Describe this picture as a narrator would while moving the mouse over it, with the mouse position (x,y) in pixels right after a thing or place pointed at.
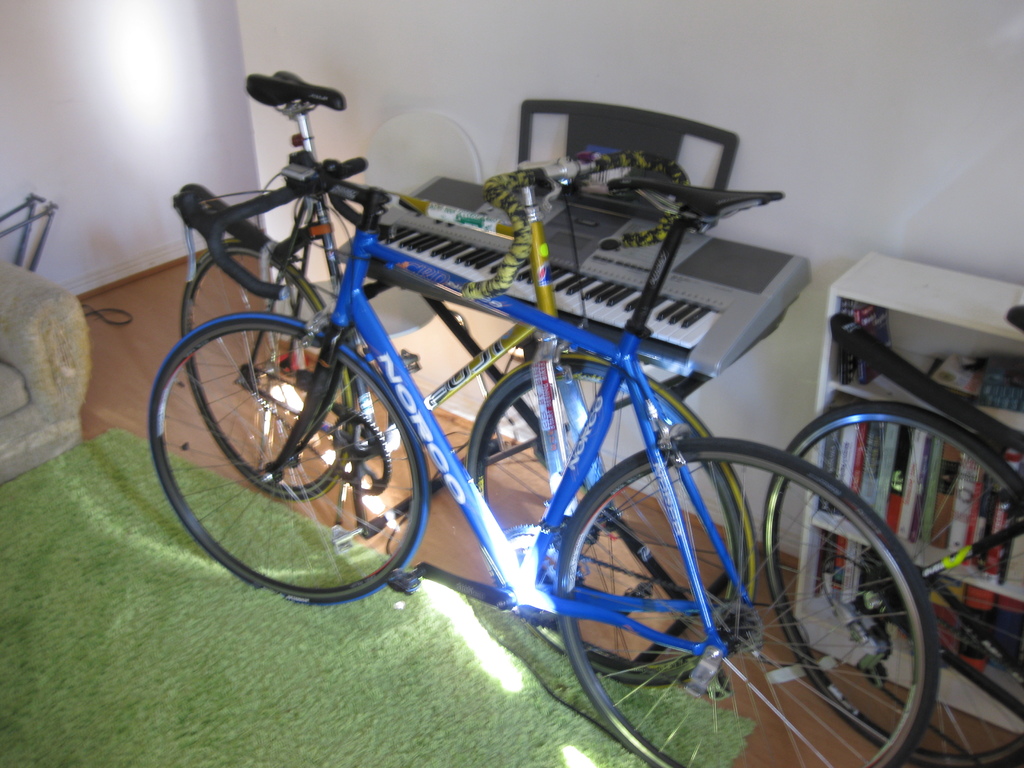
In this image I can see bicycles (503,404), a piano (636,273), a chair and a white color shelf (922,551) which has books (908,493) and other objects (949,381). Here I can see a carpet (159,569) on the floor (645,502).
